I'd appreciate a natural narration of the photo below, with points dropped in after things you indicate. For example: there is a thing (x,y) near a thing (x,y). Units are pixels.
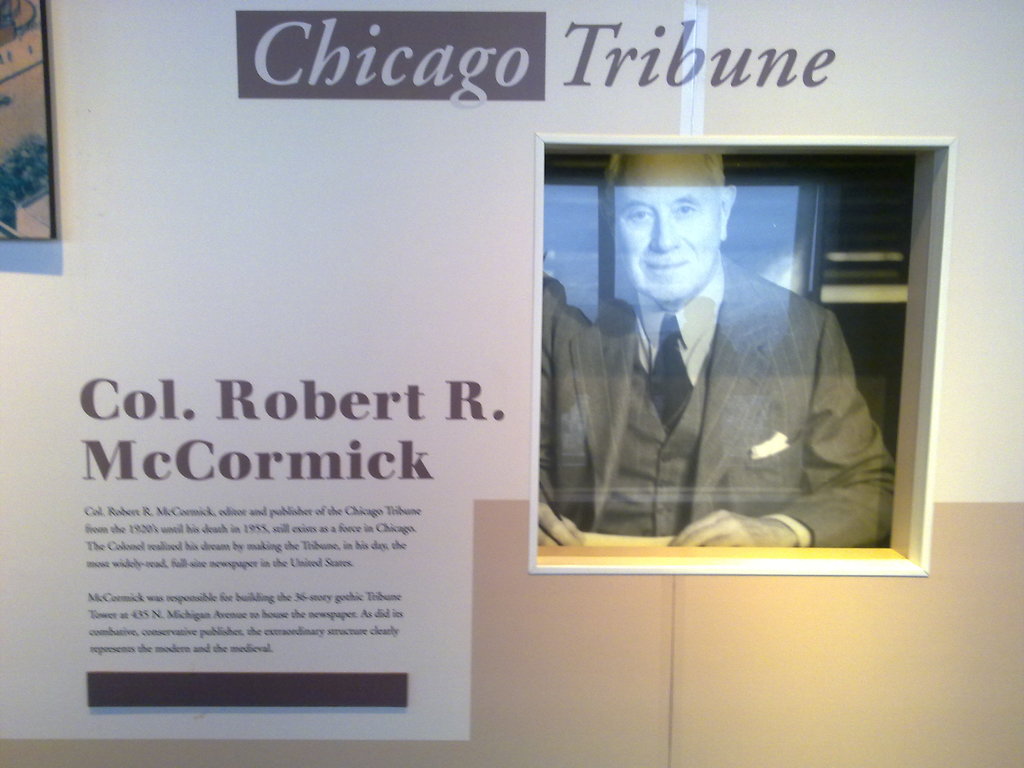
In this image in the center (609,424) there is one photo frame (688,255), in that photo frame (770,221) there is one person (678,369) and there are some posters (335,365) on the wall (501,611) and on the posters (274,406) there is some text (273,472).
